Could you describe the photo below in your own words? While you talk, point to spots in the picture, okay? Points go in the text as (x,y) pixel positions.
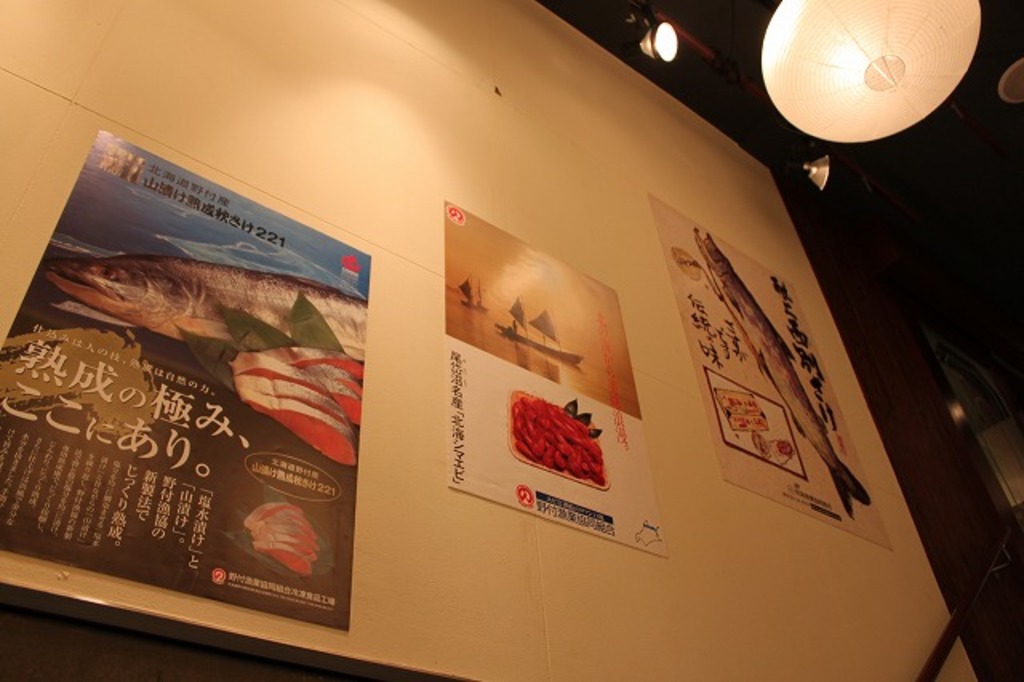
In this image we can see a white board (263,109), there are pictures (77,220) on it, at the top (893,41) there are lights (914,72).
